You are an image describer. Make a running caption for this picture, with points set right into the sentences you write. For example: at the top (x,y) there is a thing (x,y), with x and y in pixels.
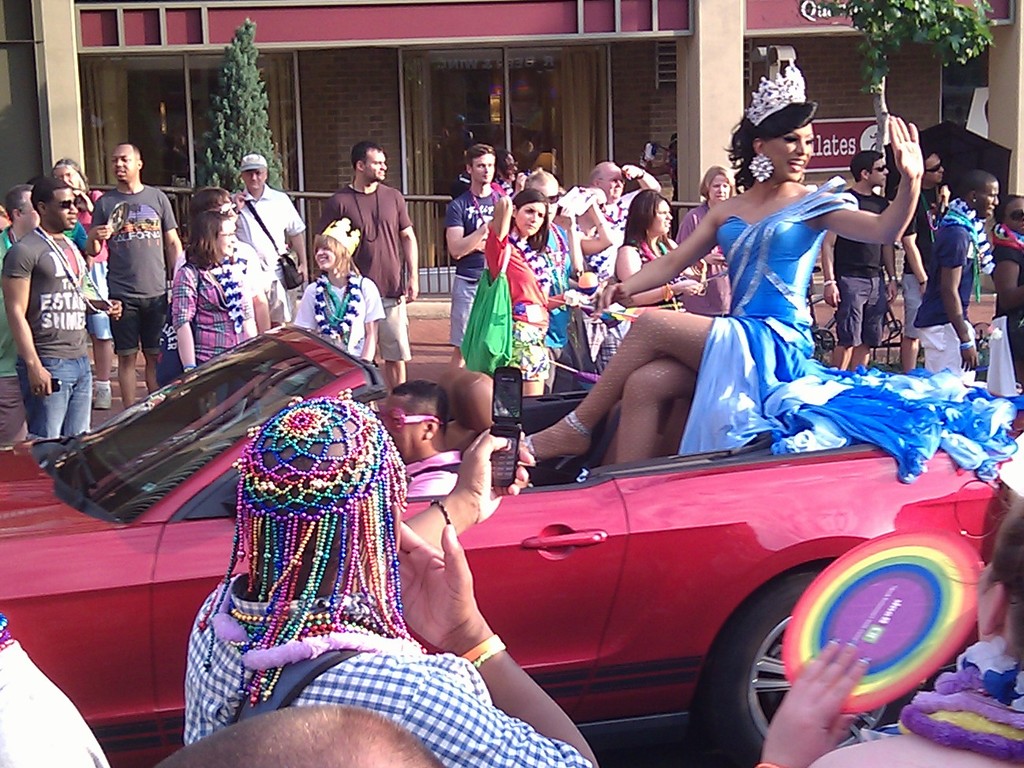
In this picture there is a car (217,393) which has a driver (452,468) and there is a woman (925,396) sitting on the car (862,469) and in the background (28,204) there is crowd (649,187) standing.
